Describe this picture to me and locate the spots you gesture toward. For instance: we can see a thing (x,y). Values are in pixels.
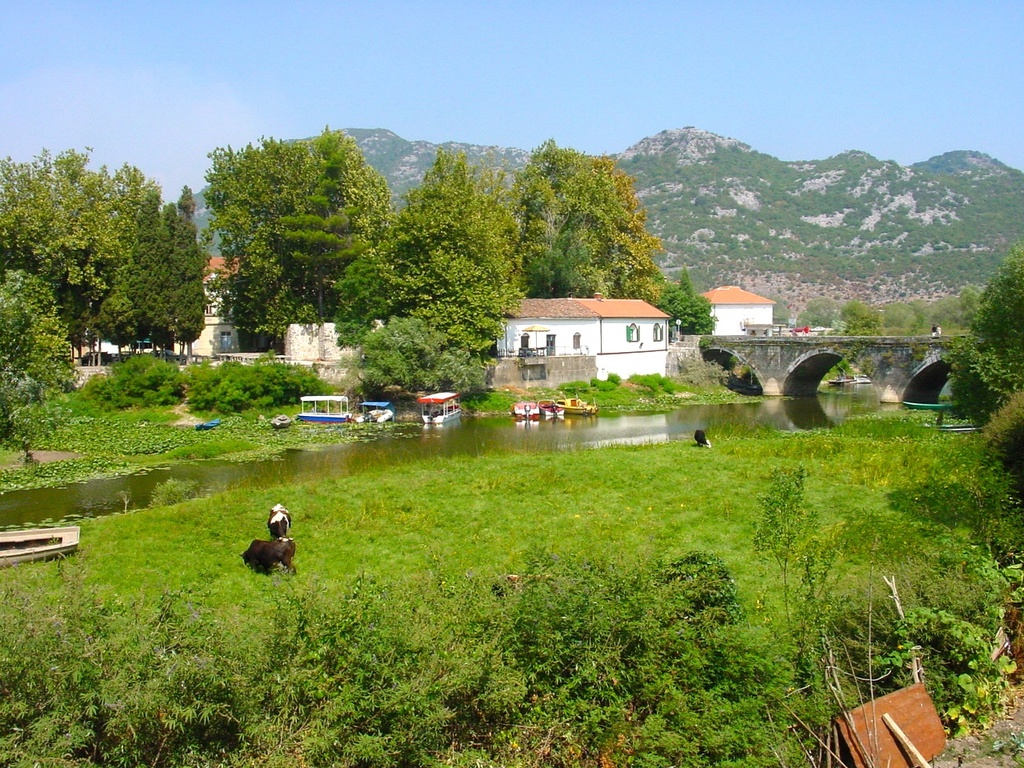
In this given image, We can see a couple of trees (599,255), mountains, a small houses (604,306), few boats (528,407), small river (493,432) after that a bridge (798,358), We can see a cow (291,561) sitting.
